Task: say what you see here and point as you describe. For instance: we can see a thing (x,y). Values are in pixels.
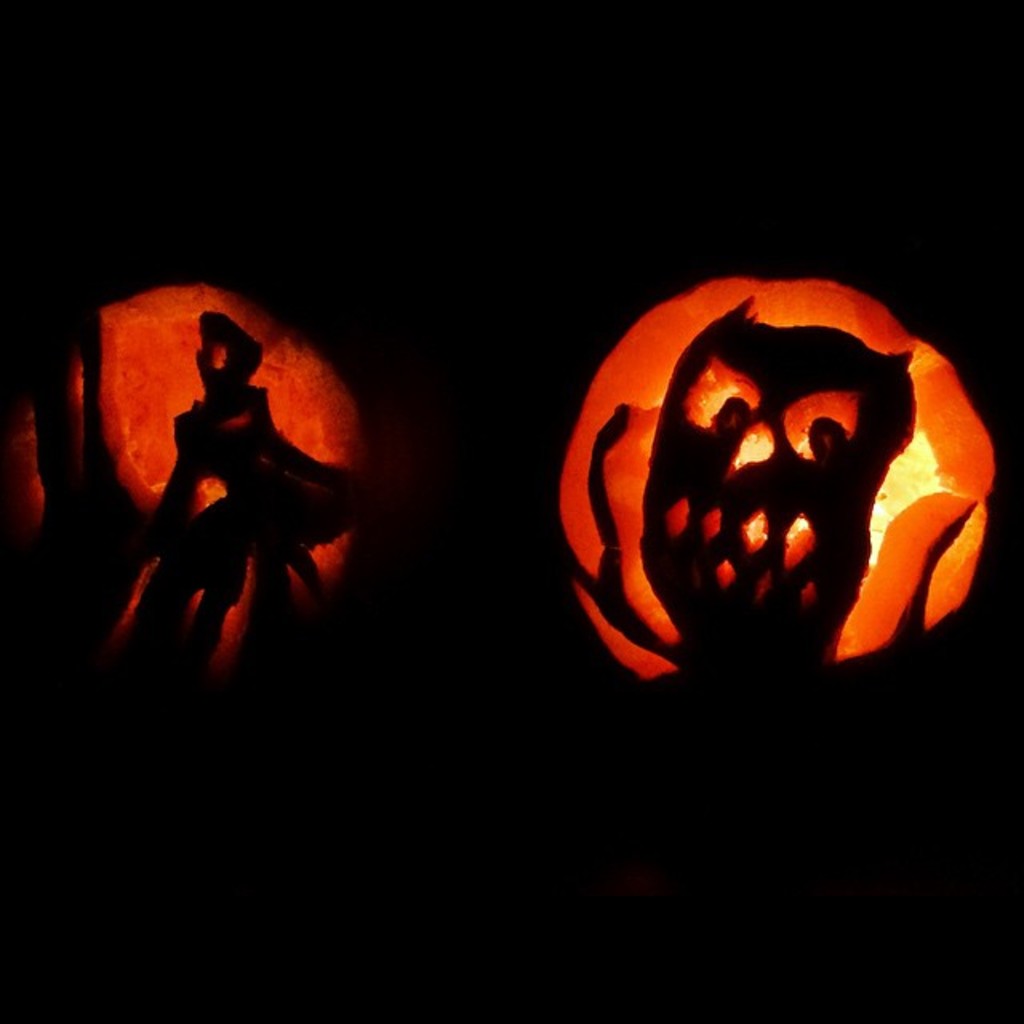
In this image we can see two jack-o-lanterns (561,538) and the background (532,364) is dark.
